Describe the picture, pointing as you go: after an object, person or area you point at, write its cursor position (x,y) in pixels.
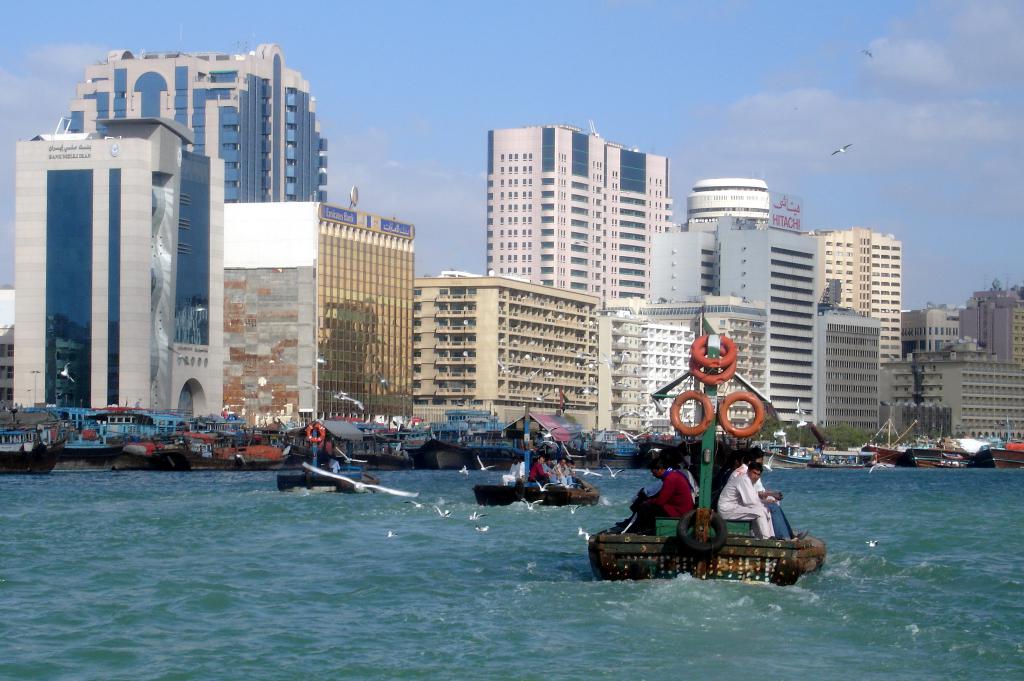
In the image we can see there are boats (570,502) moving on the water (338,646) and there are people (743,477) sitting in the boats (698,547). There are birds (872,468) flying over the water (713,599) and there are other boats (263,448) docked on the water (786,483). Behind there are buildings (501,338) and there is a bird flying in the sky (857,160). The sky (857,160) is partly cloudy.
